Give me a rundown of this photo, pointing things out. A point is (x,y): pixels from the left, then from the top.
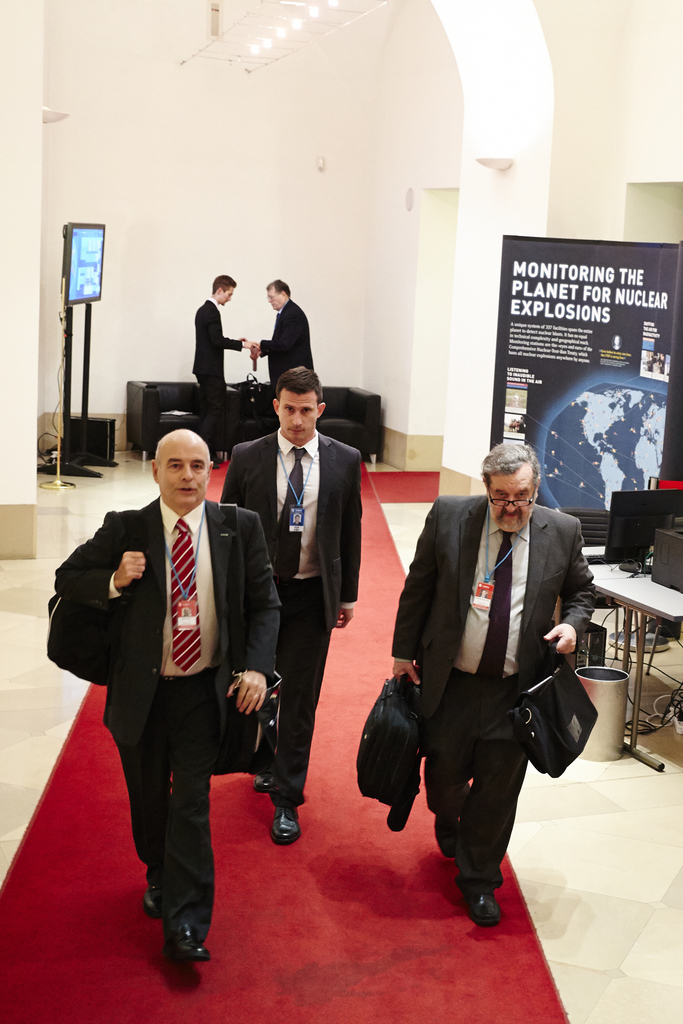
In the image there are three men (309,583) walking on the red carpet (370,645) in black suits (403,625) and behind them two men (273,350) shaking hands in front of sofa (226,413) and there is a tv (91,240) on the left side of them, on the right side (561,333) there is a banner (572,412).
